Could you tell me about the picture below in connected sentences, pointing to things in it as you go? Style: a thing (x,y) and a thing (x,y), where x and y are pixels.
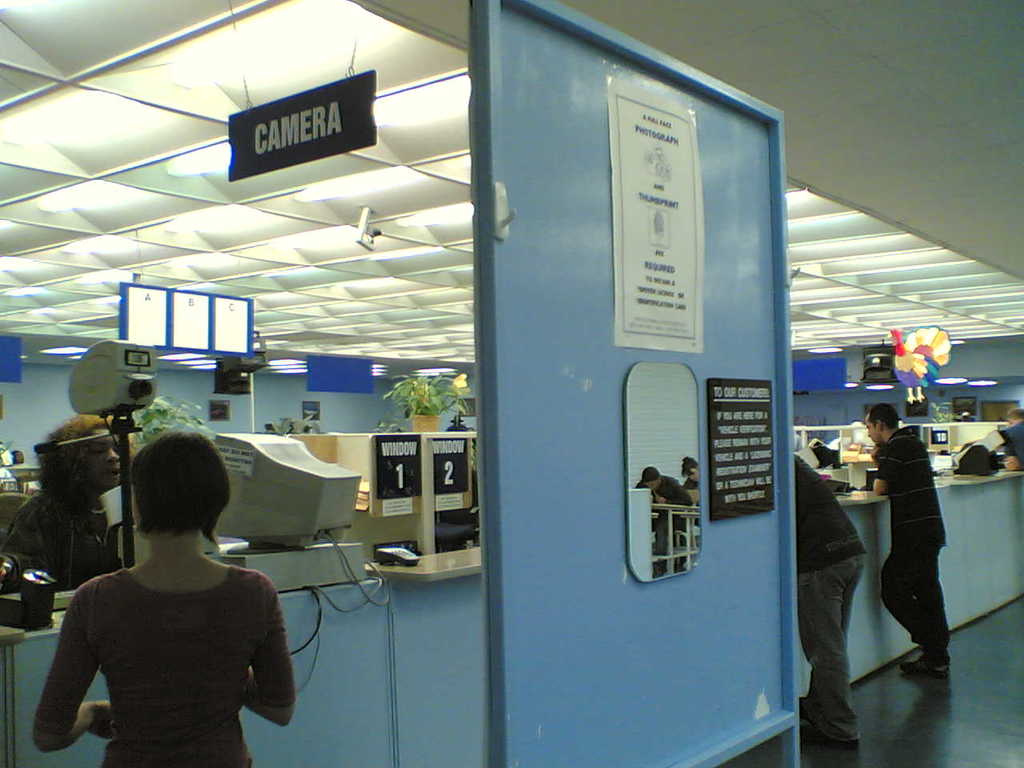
In the foreground (851,530) I can see a group of people (822,687) are standing on the floor (909,690) in front of a desk (1015,594) on which I can see PC's (321,476), glasses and so on. In the background (457,371) I can see houseplants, wall (205,383), rooftop (250,286) and a board (613,251). This image is taken in a hall (386,577).
